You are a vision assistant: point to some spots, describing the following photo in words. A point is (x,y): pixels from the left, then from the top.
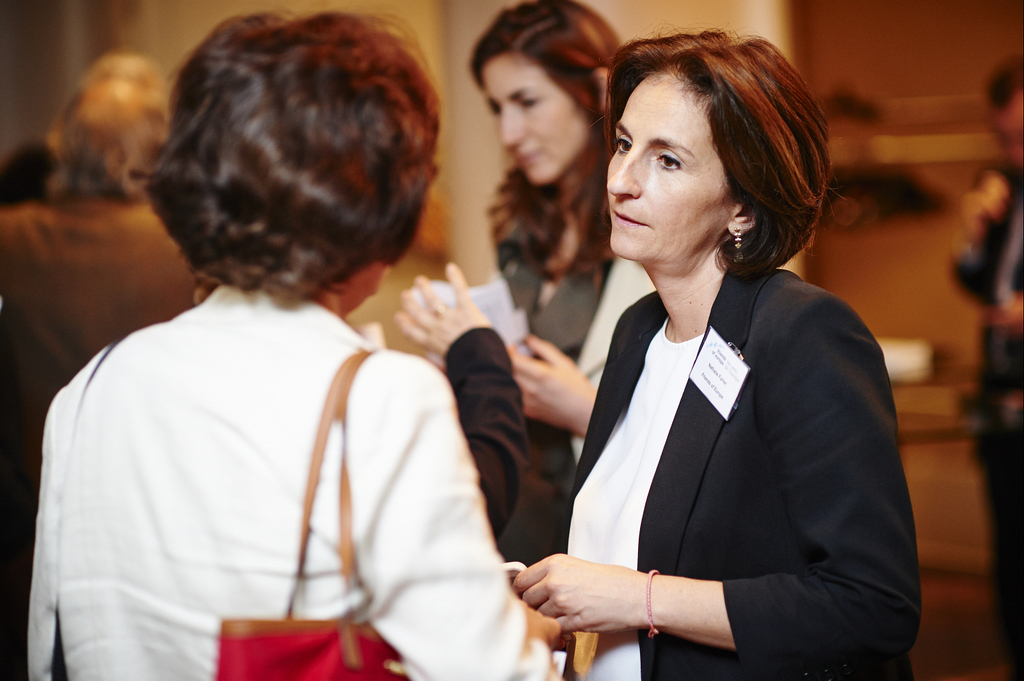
This image is taken indoors. In the middle of the image (385,264) two women (291,306) are standing on the floor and talking to each other. In the background (78,236) there are a few people (62,256) and there is a wall (960,332).
